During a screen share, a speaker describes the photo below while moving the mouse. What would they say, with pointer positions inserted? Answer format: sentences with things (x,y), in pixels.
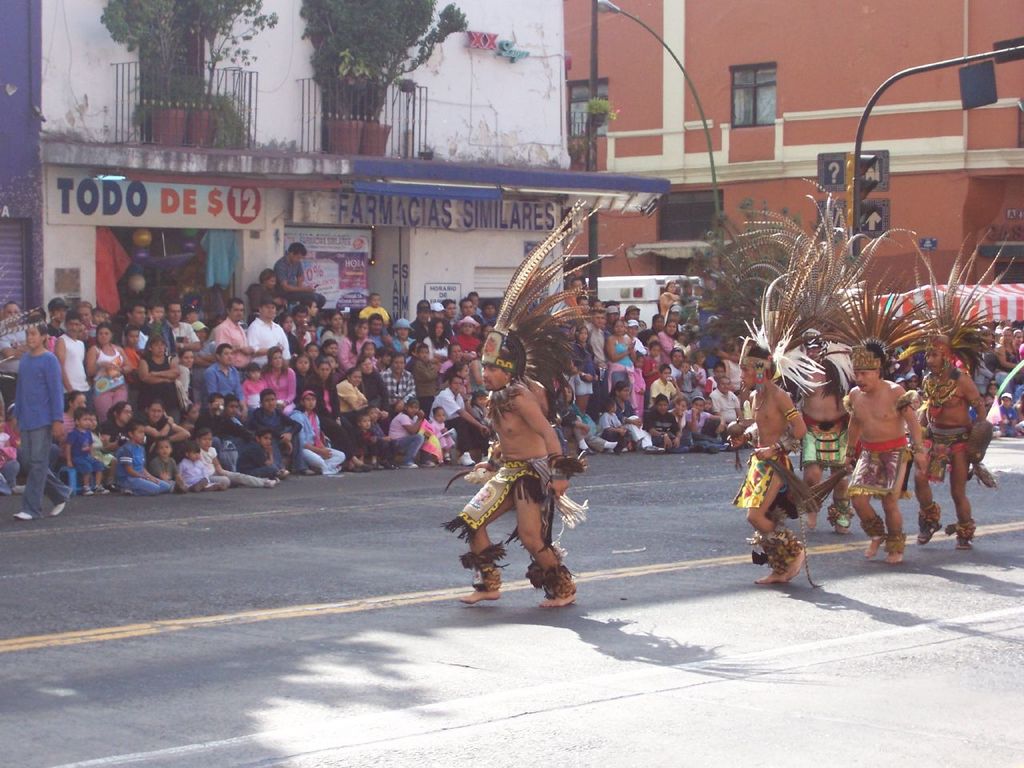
On the right side (946,393), there are persons (835,383) in different dresses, dancing on the road (242,608), on which there are two yellow color lines (57,640). In the background (434,369), there are persons (338,362) watching them, there are potted plants (364,143) on the wall (297,94) of a building (287,12), there are poles (859,186) and there is a brown color building (866,41).
